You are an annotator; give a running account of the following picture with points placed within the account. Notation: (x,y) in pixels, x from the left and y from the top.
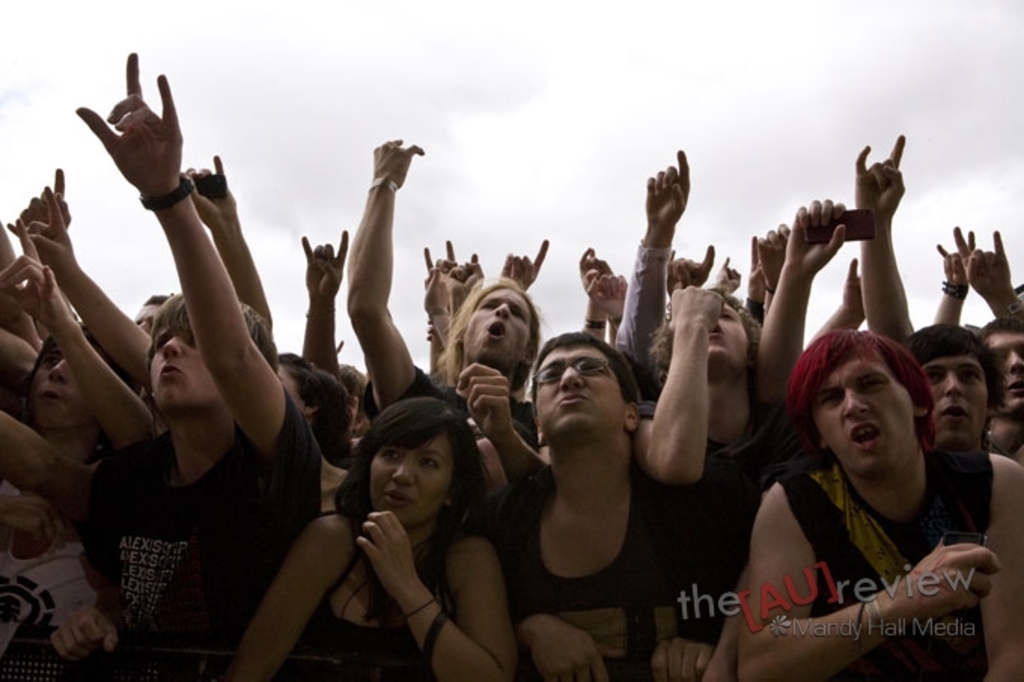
This picture seems to be clicked outside. In the foreground (761,400) we can see the group of persons (366,433) wearing t-shirts (795,460) and standing. In the background (598,87) we can see the sky (578,95). In the bottom right corner (887,582) we can see the text (770,606) on the image.
